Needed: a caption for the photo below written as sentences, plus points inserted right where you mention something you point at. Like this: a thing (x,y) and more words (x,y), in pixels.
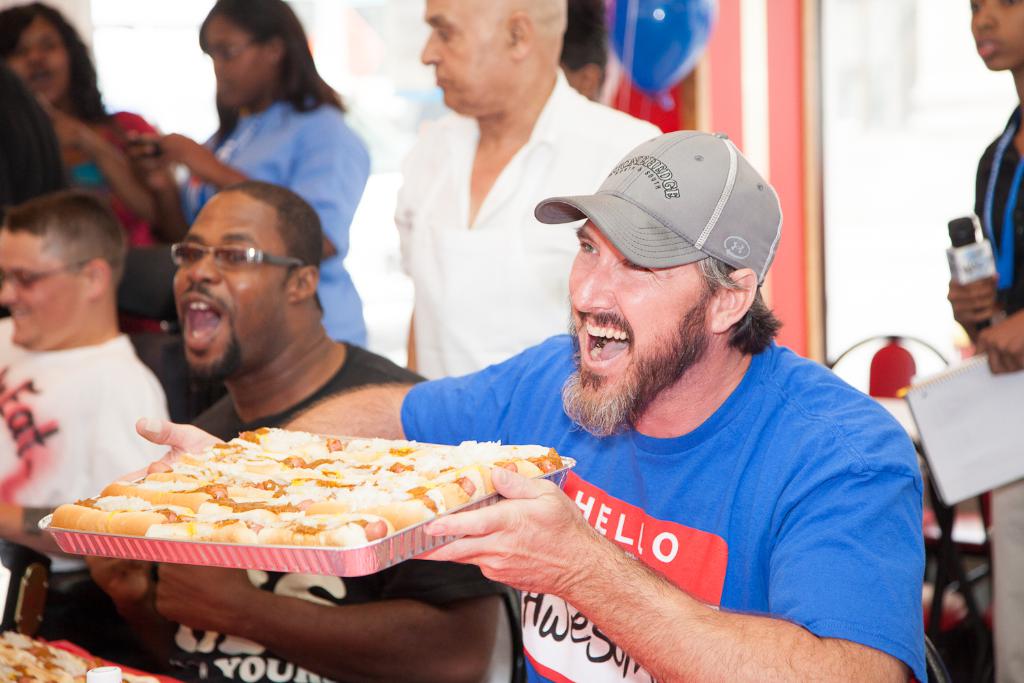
Here I can see a man (660,477) wearing blue color t-shirt (770,450), cap (725,261) on the head (734,272), holding a tray (477,499) of hot dogs (328,528) in the hands (480,538) and smiling. At the back of him I can see some more people (103,315). Few are sitting, few are standing. On the right side (1014,368) there is a person (999,531) standing, holding a mike (959,265) and a book (972,389) in the hands (999,333). The background (851,276) is blurred.
